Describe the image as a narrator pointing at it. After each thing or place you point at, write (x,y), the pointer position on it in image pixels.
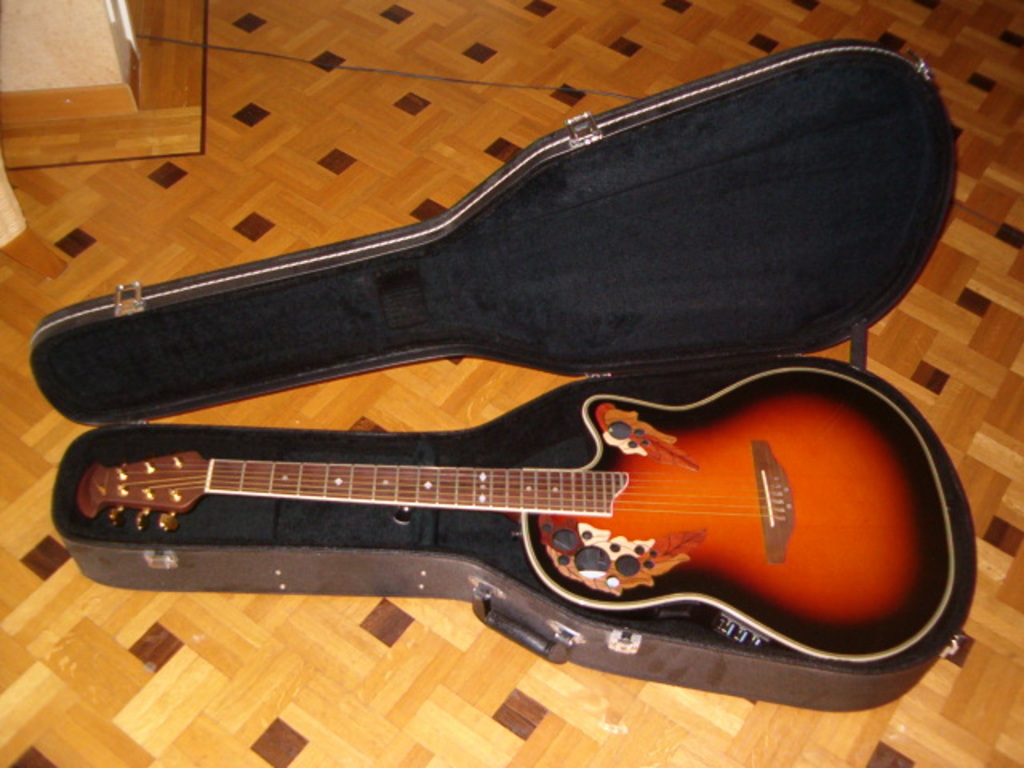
The image is clicked inside the room (139,223). There is a guitar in the guitar box (450,574) placed on the floor (24,349). The guitar (541,473) is in red color. The floor (211,265) is in brown color.
